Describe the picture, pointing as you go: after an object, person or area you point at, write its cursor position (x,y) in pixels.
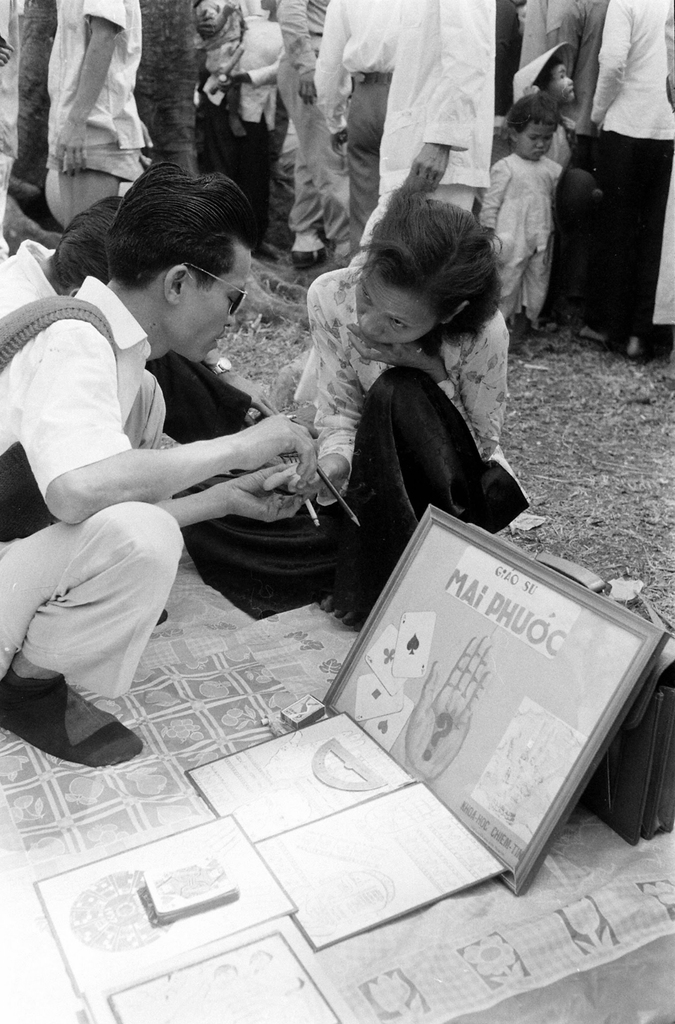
In this image I can see the black and white picture in which I can see a person (63,449) wearing white colored dress (63,449) is sitting on the ground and holding few objects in his hands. I can see another persons (379,449) sitting, few boards (443,682) and a bag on the floor (363,946). In the background (448,166) I can see few persons (384,89) and few children (521,149) are standing.
